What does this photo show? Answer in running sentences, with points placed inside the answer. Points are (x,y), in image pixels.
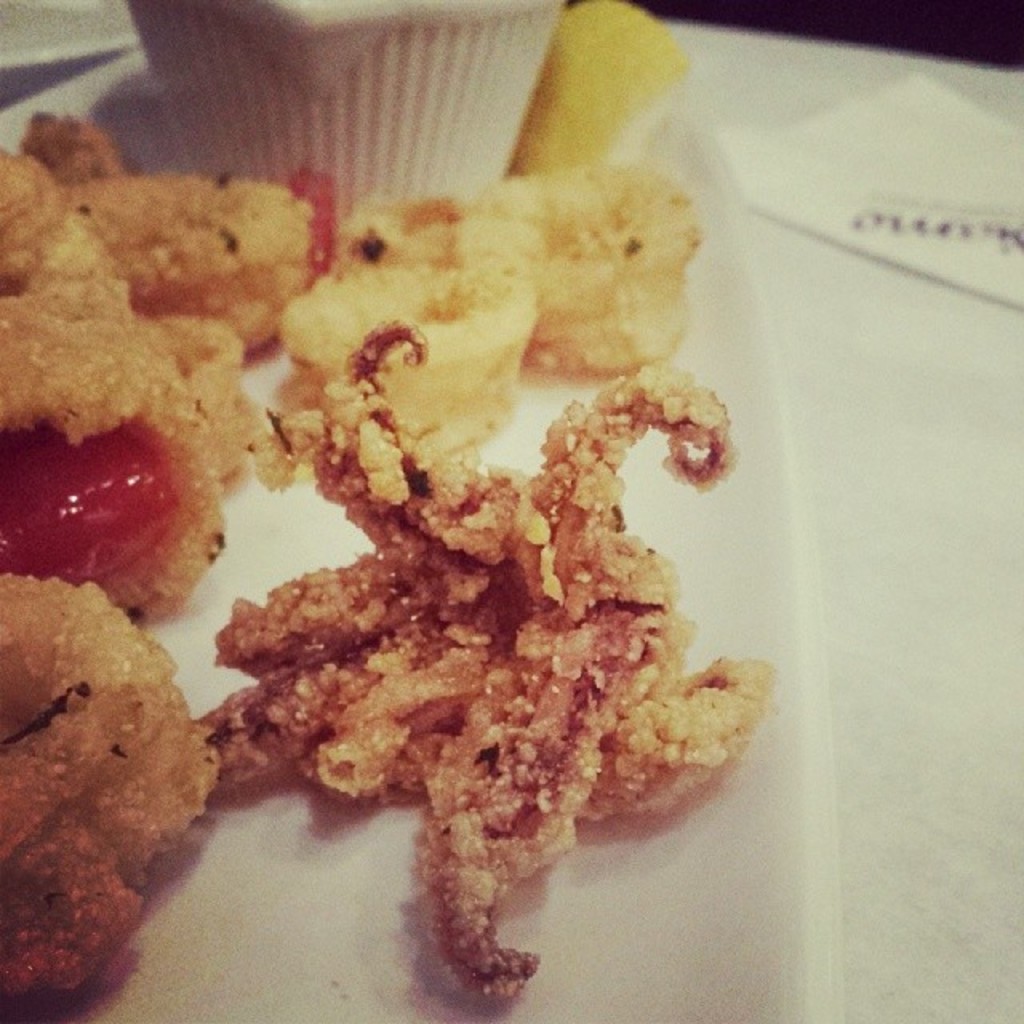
In this image I can see food (175,695) which is in brown and red color on some surface (745,643). Background (335,55) I can see a white color cup (321,59) and few papers (883,160).
